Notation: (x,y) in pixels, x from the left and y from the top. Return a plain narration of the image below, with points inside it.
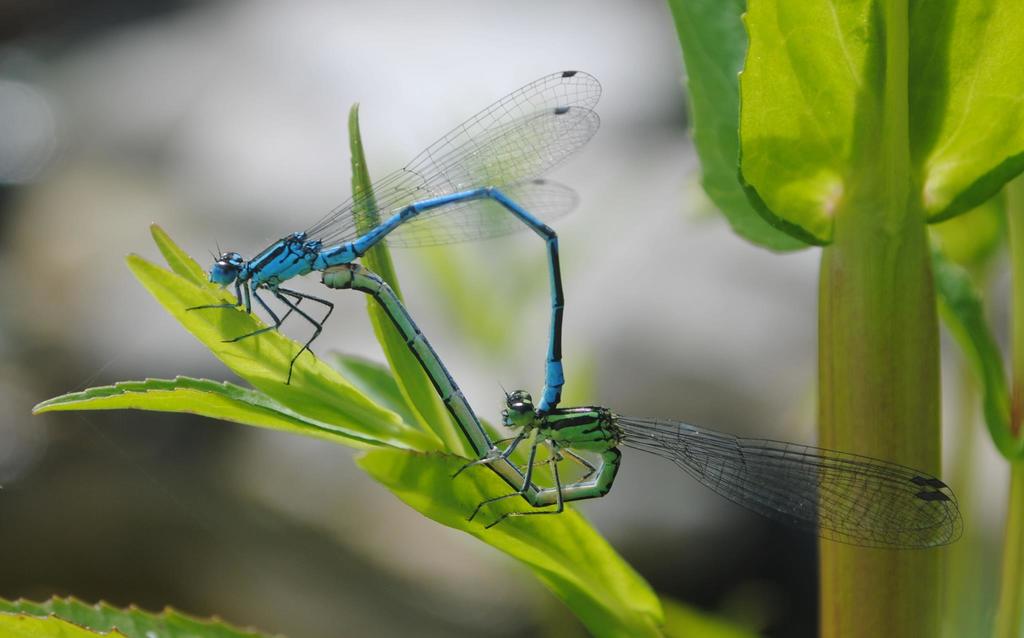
In this image we can see damselflies (344,282) on the leaves (194,282) of a plant (816,207). In the background (98,291) the image is blur.
